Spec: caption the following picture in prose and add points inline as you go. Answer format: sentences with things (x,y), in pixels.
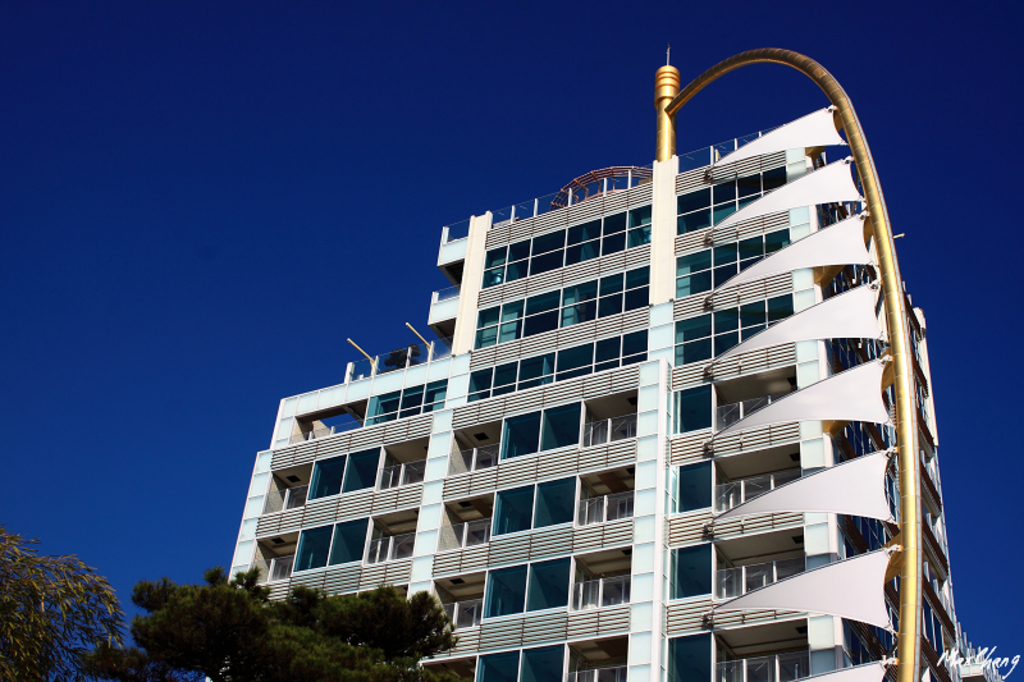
In this image we can see a building (590,490), there are some trees (282,621) and grille (546,546), also we can see the sky (423,166).
